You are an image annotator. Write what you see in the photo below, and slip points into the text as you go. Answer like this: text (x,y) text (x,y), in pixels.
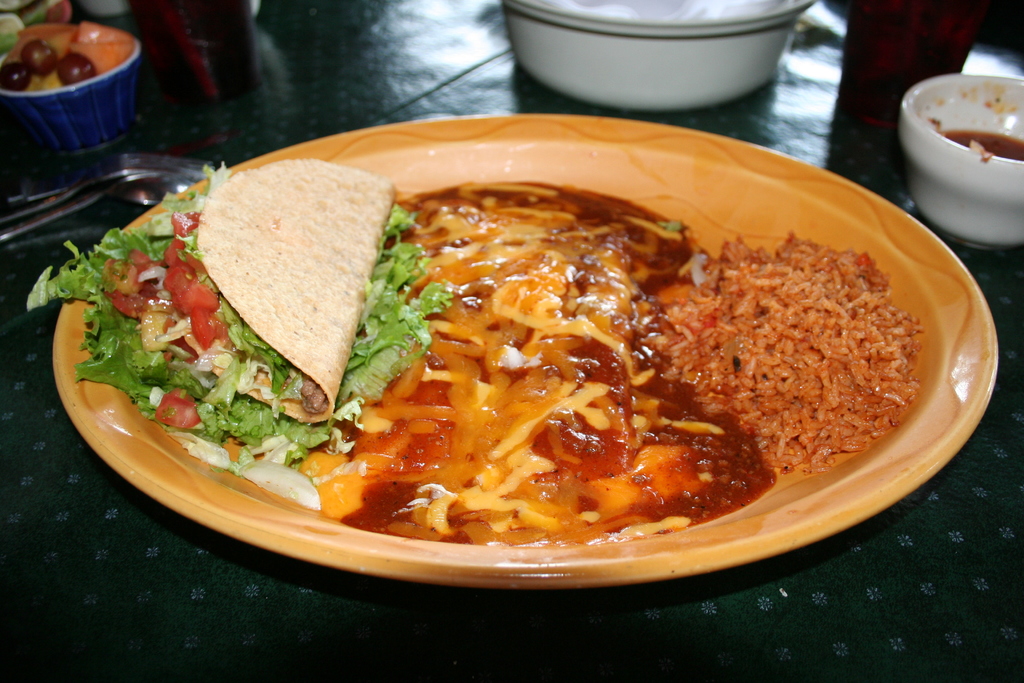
In this image I can see a plate (579,309) contain a food (697,358) and bowls (523,47) and spoons (68,204) visible on the table (427,586).
